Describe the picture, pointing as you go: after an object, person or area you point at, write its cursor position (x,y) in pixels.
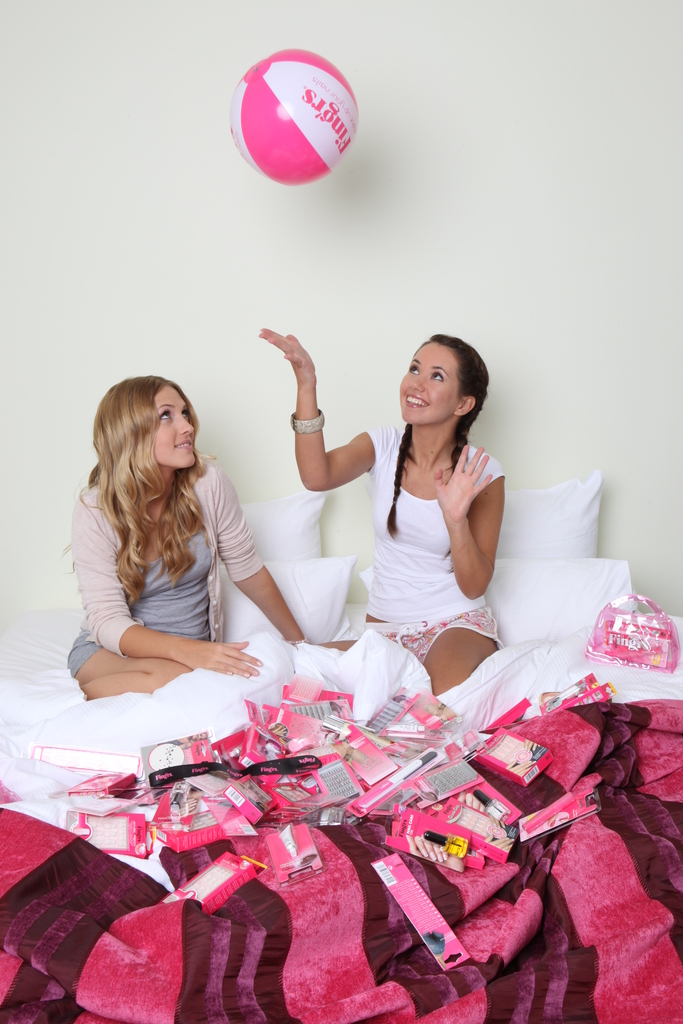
In the image there are two girls (413,508) sitting on bed (332,879) with pink bed sheet (430,866) and white pillows (499,582) and they are playing with pink ball (256,125), behind them its a wall (379,276).
